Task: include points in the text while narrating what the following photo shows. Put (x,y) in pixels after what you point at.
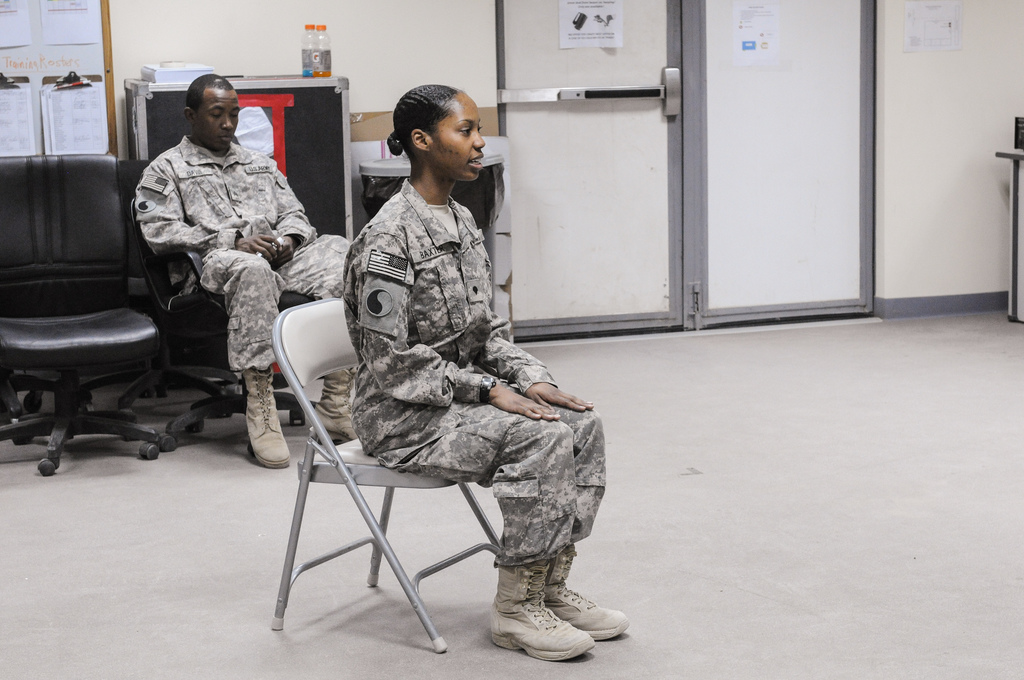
In this picture we can see a man (224,188) and a woman (477,361) are sitting on chairs (317,333), on the left side (75,311) we can see another chair (88,308), there is a board (52,68) at the left top of the picture (21,33), we can see some papers (57,39) pasted on the board (43,39), in the background (390,28) we can see a wall (458,71), a door (507,75) and a bottle (315,55).
